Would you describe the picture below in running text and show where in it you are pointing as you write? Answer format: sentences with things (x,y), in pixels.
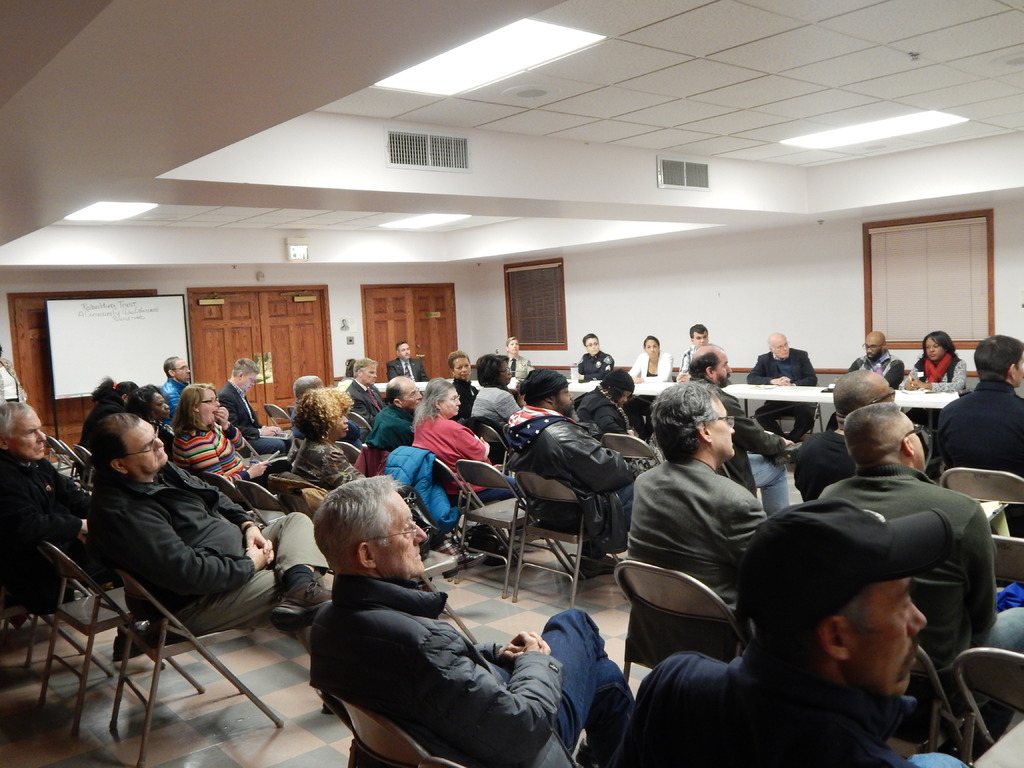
In this picture I can observe some people (258,578) sitting in the chairs (439,466). There are men (537,466) and women (190,431) in this picture. In the background (636,304) I can observe a wall (693,304).
